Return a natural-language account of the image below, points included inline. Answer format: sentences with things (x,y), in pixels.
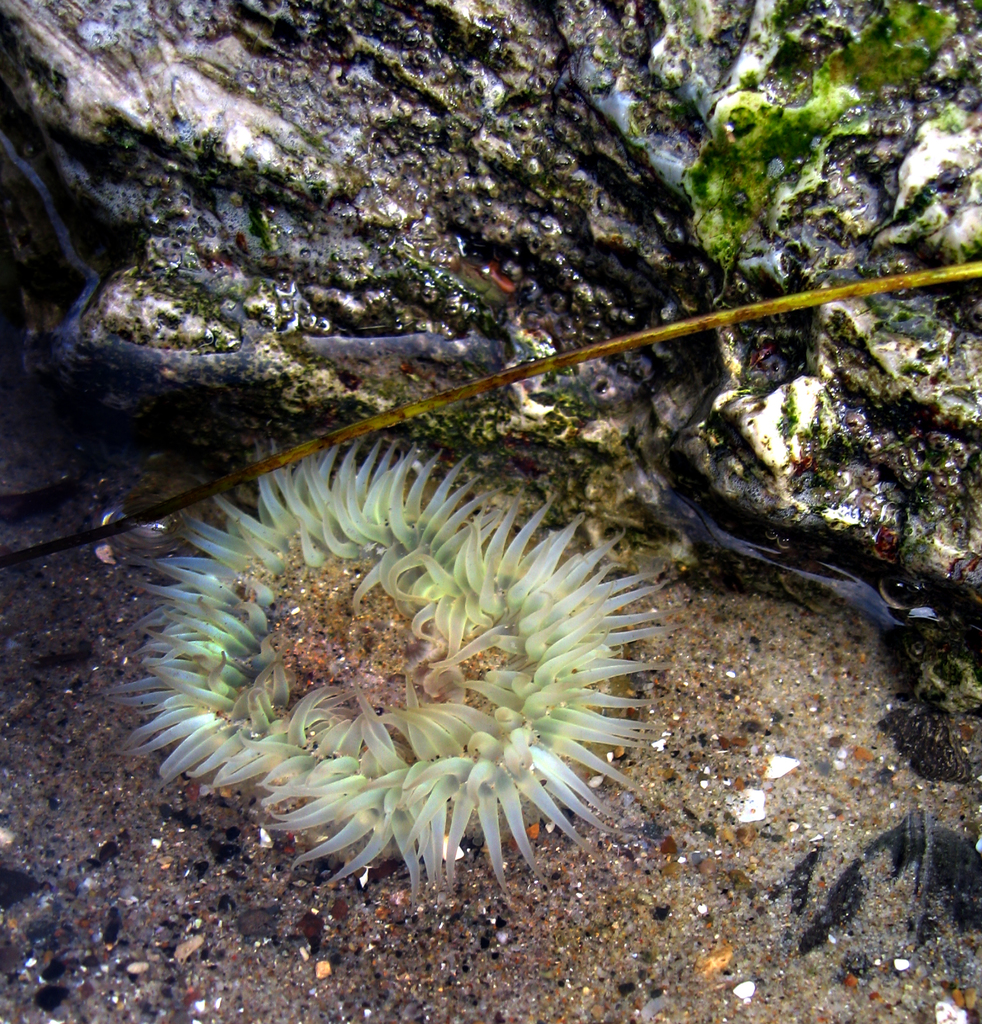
In this image, we can see the sea anemone (440,686). We can also see the ground (353,985) and some algae (767,138).
